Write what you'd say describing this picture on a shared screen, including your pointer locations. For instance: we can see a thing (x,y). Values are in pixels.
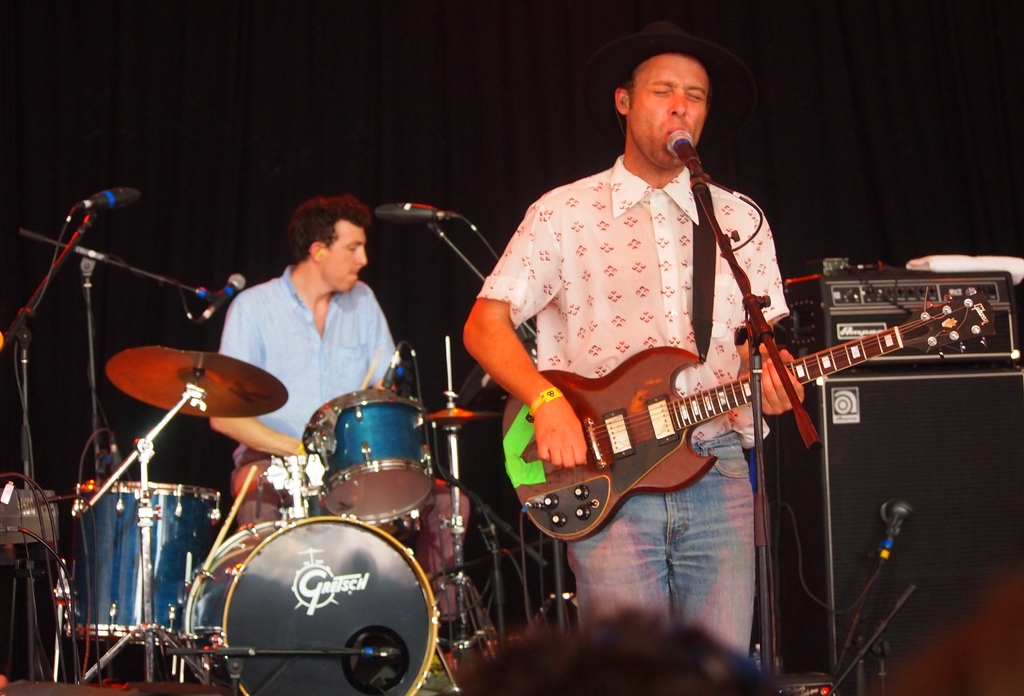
People (597,296) playing musical instruments (654,459).
